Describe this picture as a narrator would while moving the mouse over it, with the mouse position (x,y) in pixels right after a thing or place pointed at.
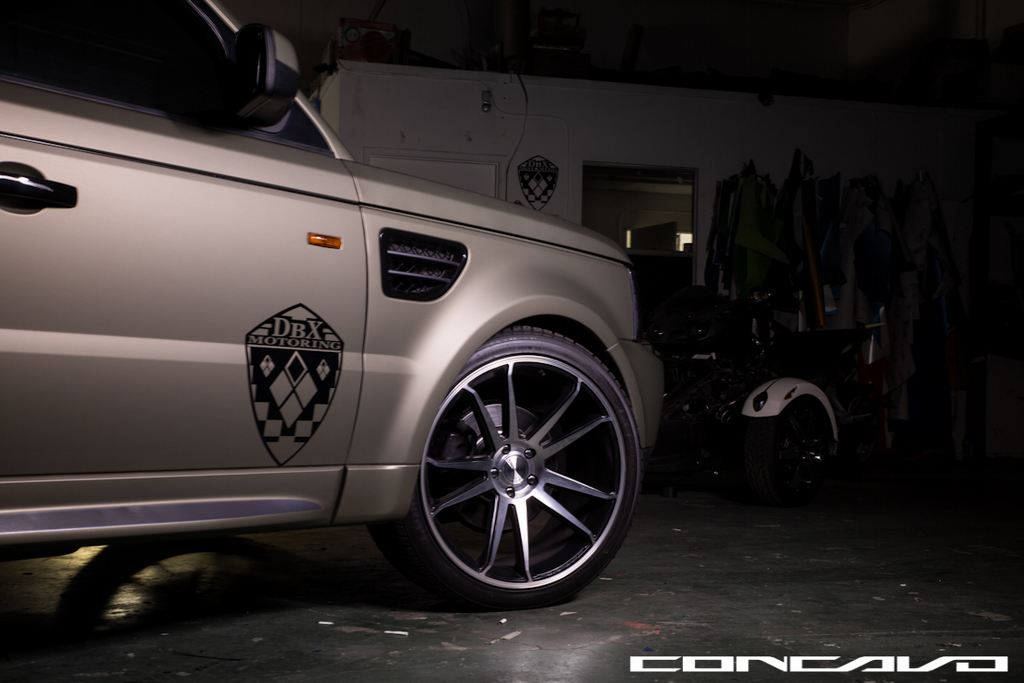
In this image I can see a car (352,161) and in front of the car (620,247) I can see another vehicle (834,344).
